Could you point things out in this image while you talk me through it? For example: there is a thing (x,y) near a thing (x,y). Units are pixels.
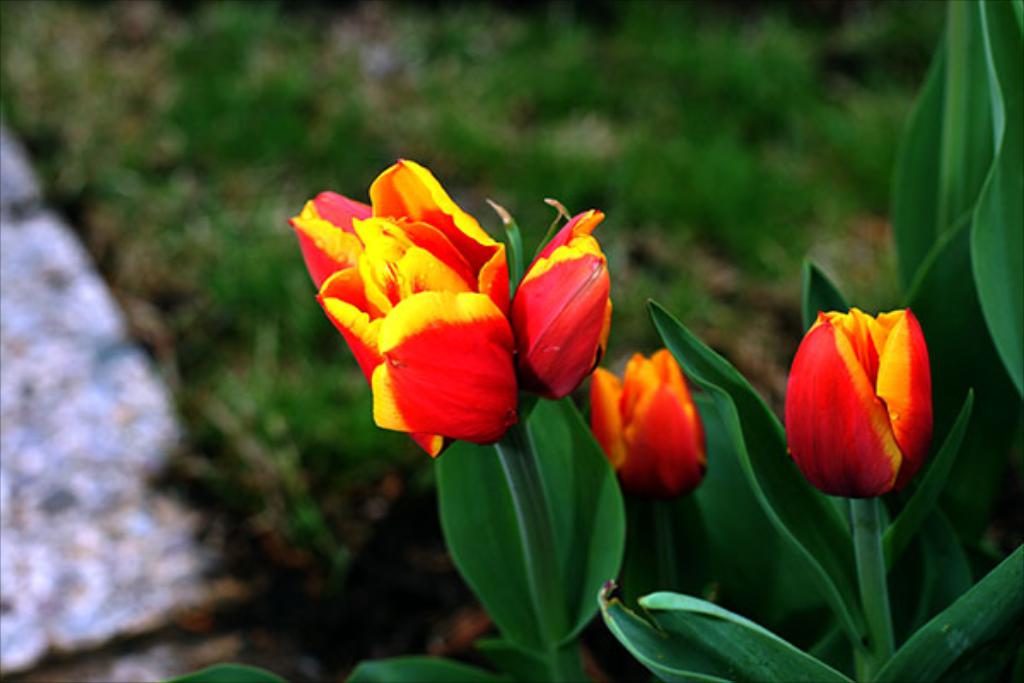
In the foreground of this picture (682,425), there are four red color flowers (697,413) to the plants (811,602). In the background (772,143), we can see the grass (316,87).
